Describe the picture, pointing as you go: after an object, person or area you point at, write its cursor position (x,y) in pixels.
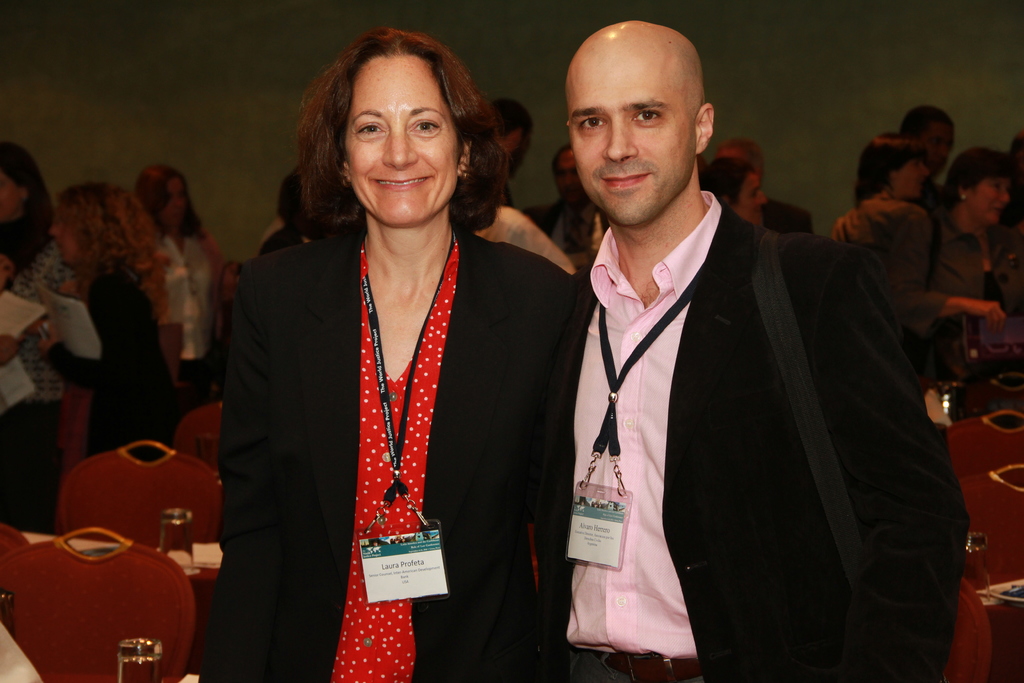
In this image, there are a few people (473,255). We can see some chairs (181,641) and objects (131,678) like glasses (957,403). In the background (790,142), we can also see the wall (784,155).
